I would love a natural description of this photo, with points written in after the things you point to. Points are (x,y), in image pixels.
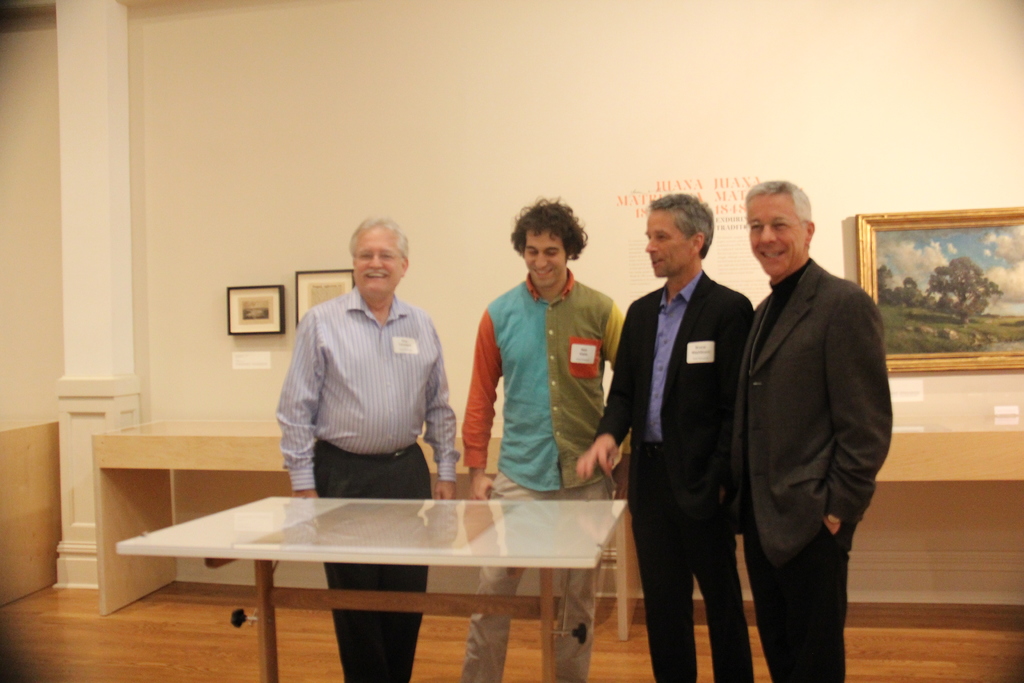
As we can see in the image there is a white color wall (228,150), photo frames (236,296), four people (328,329) standing over here. In front of them there is a table (407,529).
